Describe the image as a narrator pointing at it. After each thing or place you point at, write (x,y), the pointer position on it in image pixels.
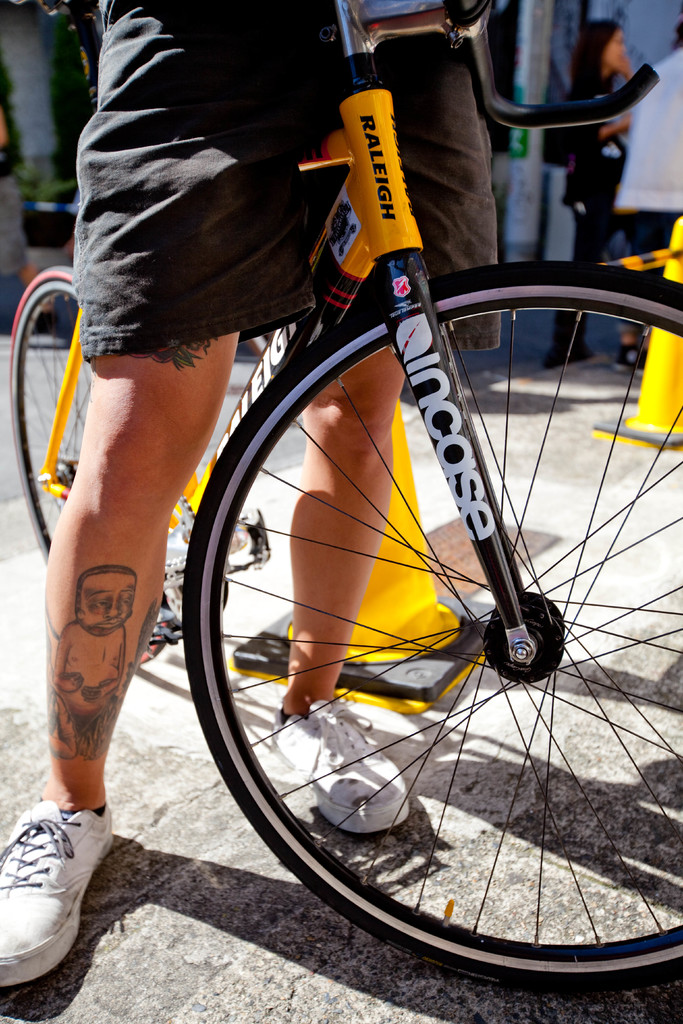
In this image there is a person (177,500) standing with his bicycle (437,367) on the road (615,375) and there are two traffic cones (638,414), there are two people (568,172) standing, behind them there is a pole (527,34) and we can see there are few trees (64,91) and a plant pot (33,241).
